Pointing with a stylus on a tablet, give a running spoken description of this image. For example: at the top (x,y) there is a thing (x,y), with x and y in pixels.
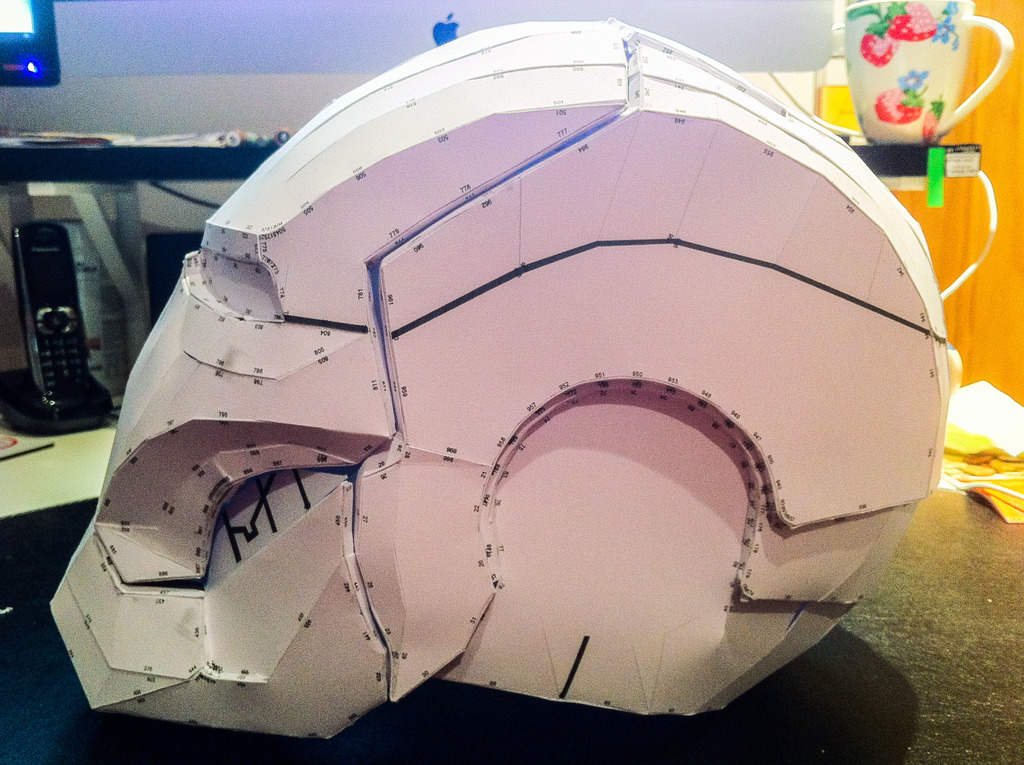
In this image we can see an object (488,342), which looks like a helmet (472,442), there is a mobile phone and a table (105,229), on the table (123,170), we can see some papers (194,144) and a cup (893,123), in the background (163,37) we can see the screen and a curtain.
